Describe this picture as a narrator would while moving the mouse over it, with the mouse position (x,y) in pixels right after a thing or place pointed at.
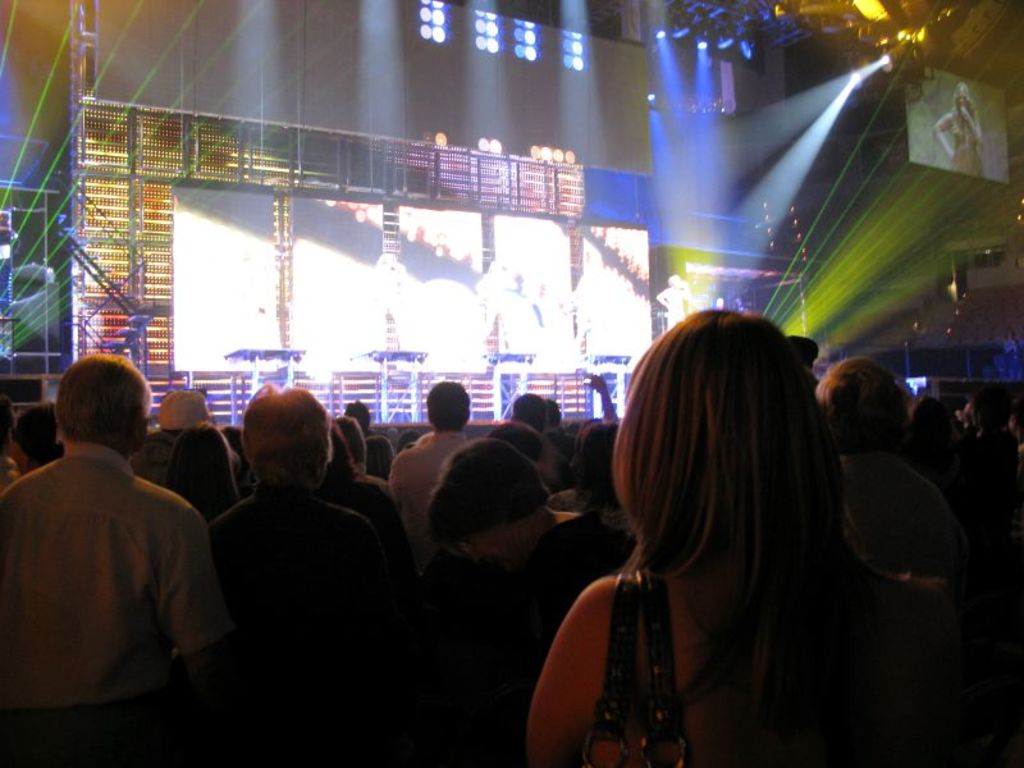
In this image I can see number of people (555,427) are standing. In the background (410,320) I can see few screens (472,229), few lights (680,131) and over there I can see a person (666,293).
